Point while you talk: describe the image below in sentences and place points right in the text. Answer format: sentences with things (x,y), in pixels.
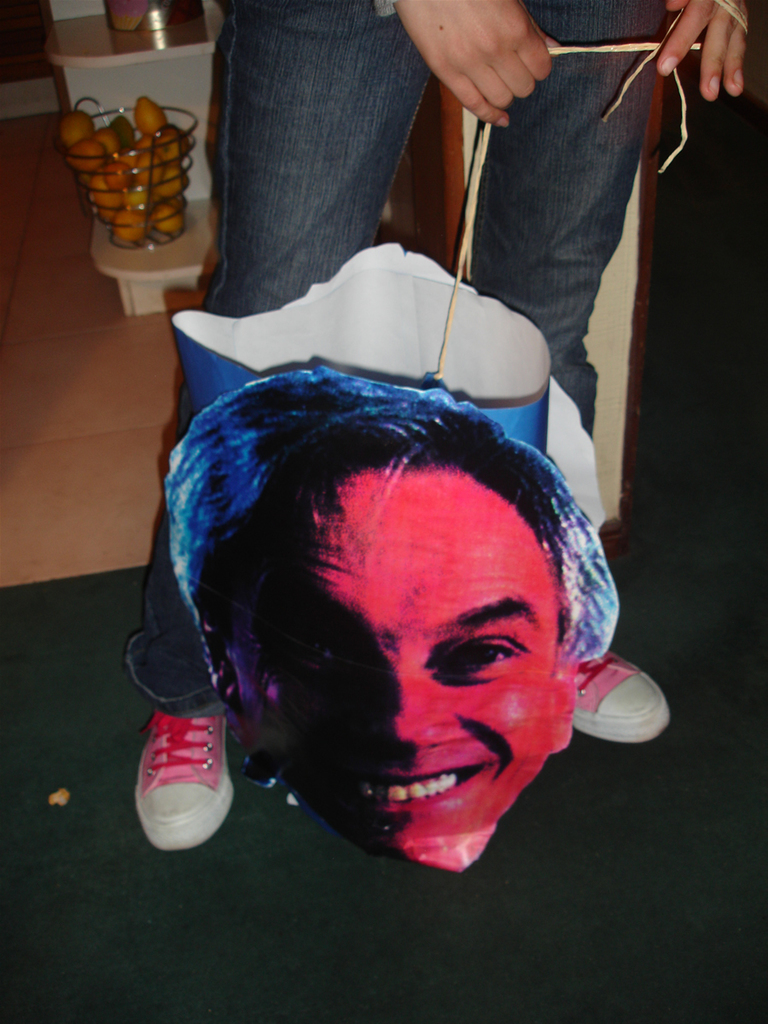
In this image, we can see a person (258,157) whose face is not visible holding a cutout (374,542) with a thread (641,49). There is a basket (127,153) on the table (177,267) contains some fruits (150,157).
